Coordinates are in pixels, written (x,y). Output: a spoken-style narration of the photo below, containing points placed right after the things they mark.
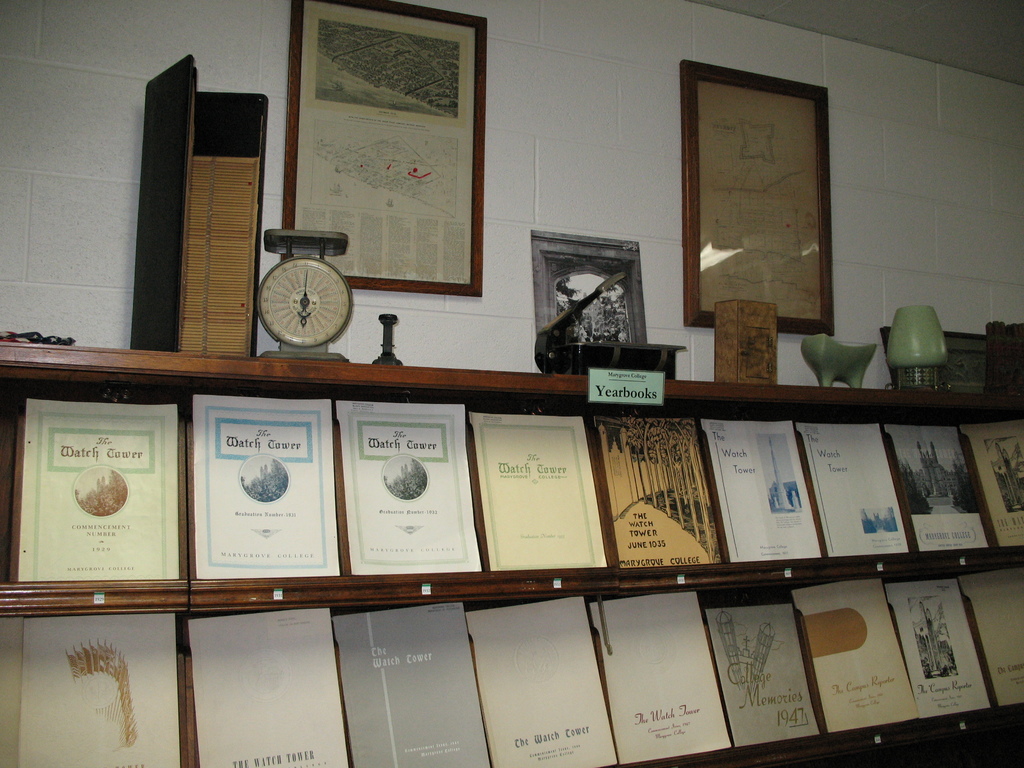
In this image we can see the shelves (434,541) with books (473,541) and some other objects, in the background (720,199), we can see the photo frames (708,205) on the wall (994,109).
